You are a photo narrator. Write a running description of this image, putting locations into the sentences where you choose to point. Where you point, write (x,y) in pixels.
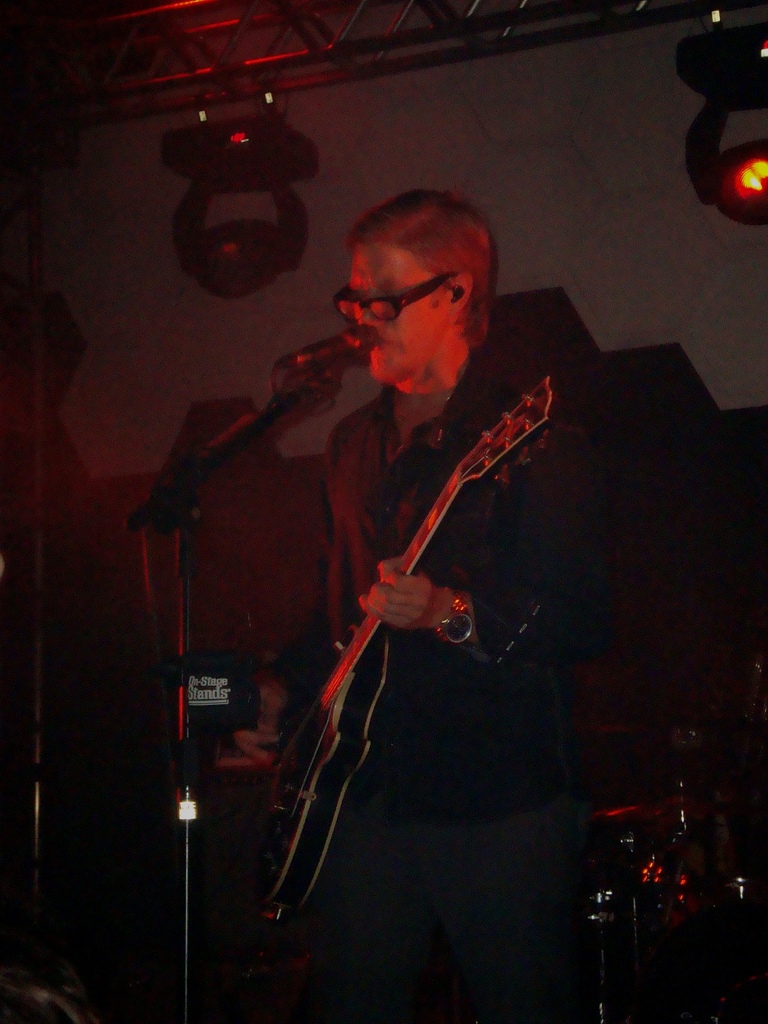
In the image there is a man (460,381). Who is holding his guitar (366,677) and opened his mouth (380,343) for singing in front of a microphone (345,341). In background (496,232) we can see a wall (707,288), lights (742,198), musical instrument (694,857).
